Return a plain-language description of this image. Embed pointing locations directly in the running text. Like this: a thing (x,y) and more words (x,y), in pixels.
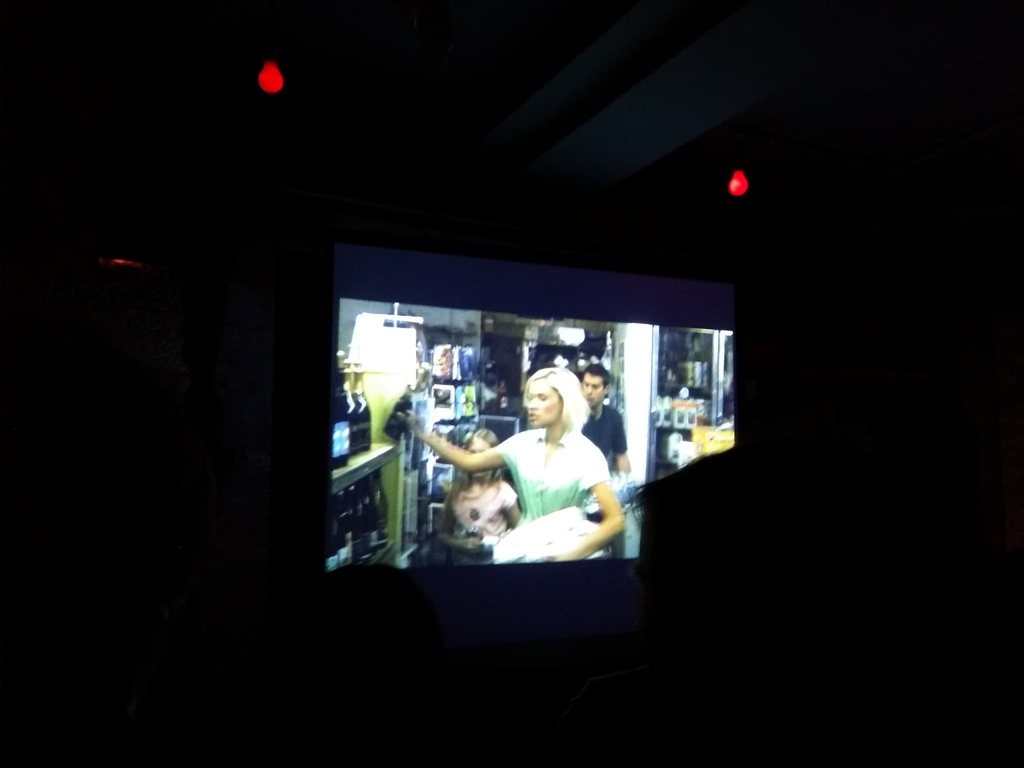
In this picture we can see a projector (355,377) and two bulbs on top. We can see a wall (397,102).
